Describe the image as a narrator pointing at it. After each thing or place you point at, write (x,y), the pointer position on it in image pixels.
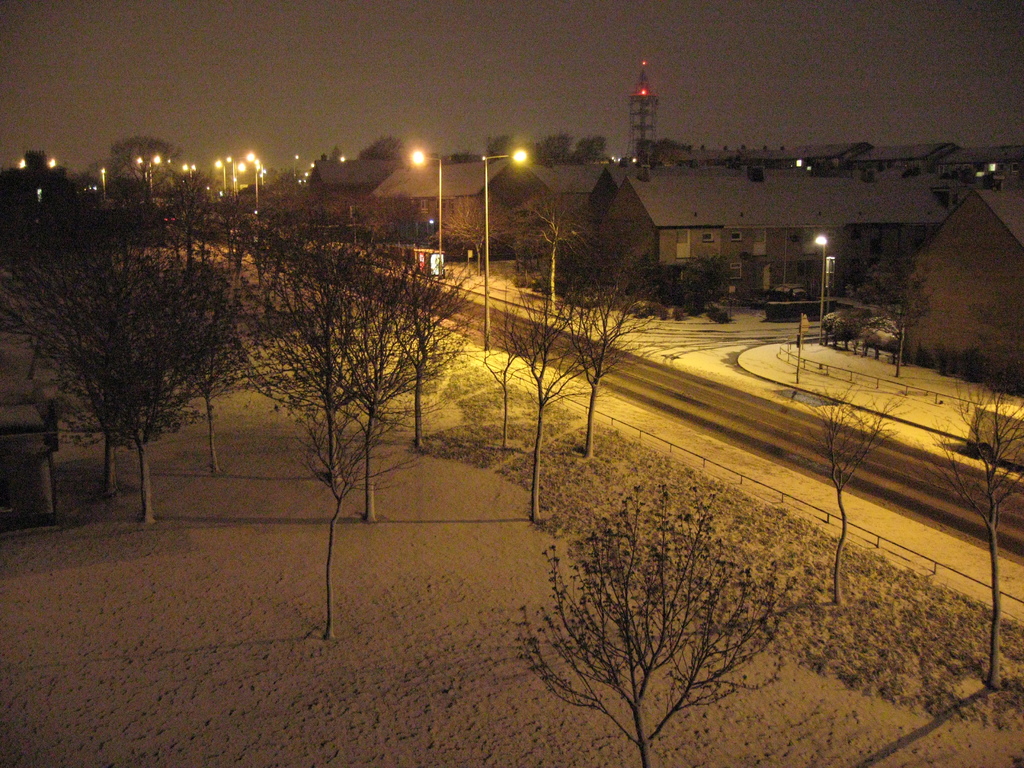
This is the top view of an image where we can see the dry trees (834,482), the road (661,390), we can see houses (998,262), tower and the dark sky (746,112) in the background (737,97).
